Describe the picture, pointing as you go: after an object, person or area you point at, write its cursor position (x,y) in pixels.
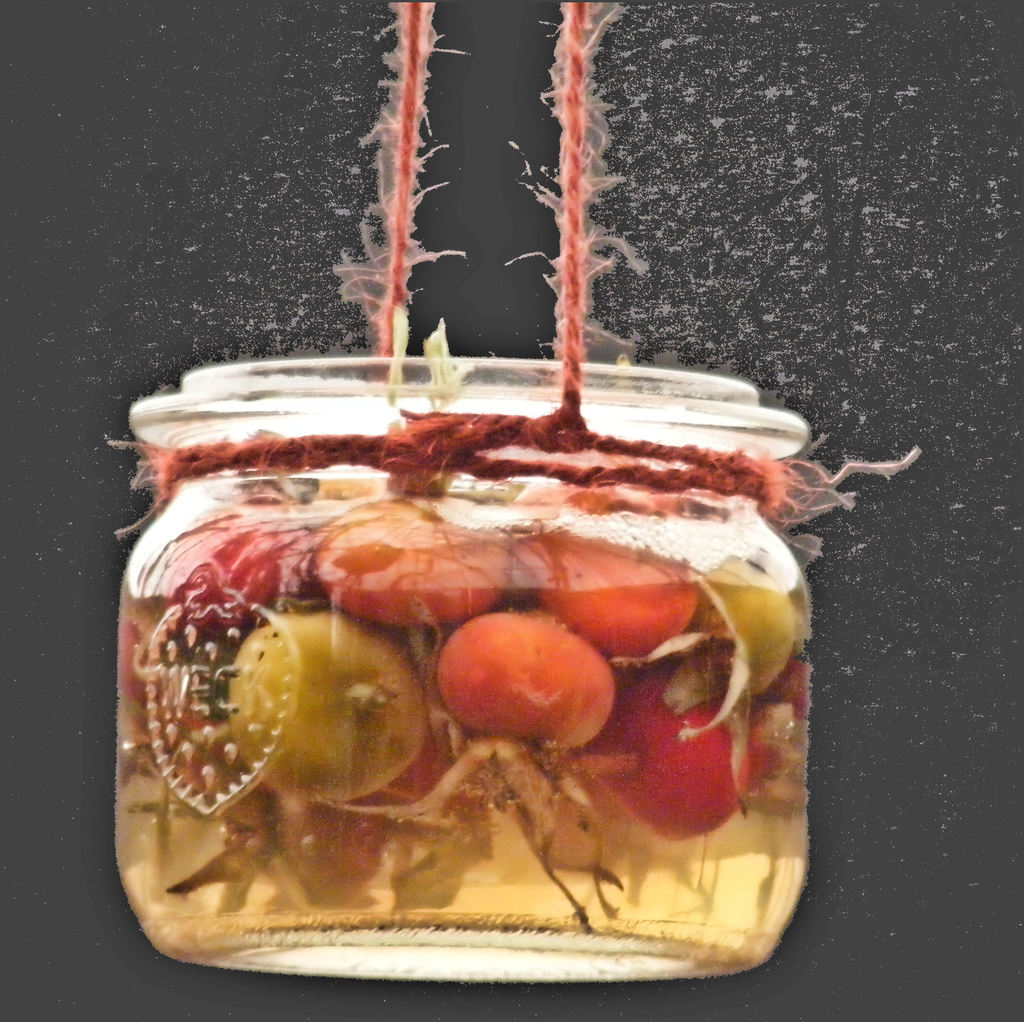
In this image I can see the glass jar (480,669) which is tied with the red colored rope (484,432). Inside the glass jar (450,479) I can see few vegetables (495,674) which are red and green in color and the water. I can see the black colored background (167,125).
